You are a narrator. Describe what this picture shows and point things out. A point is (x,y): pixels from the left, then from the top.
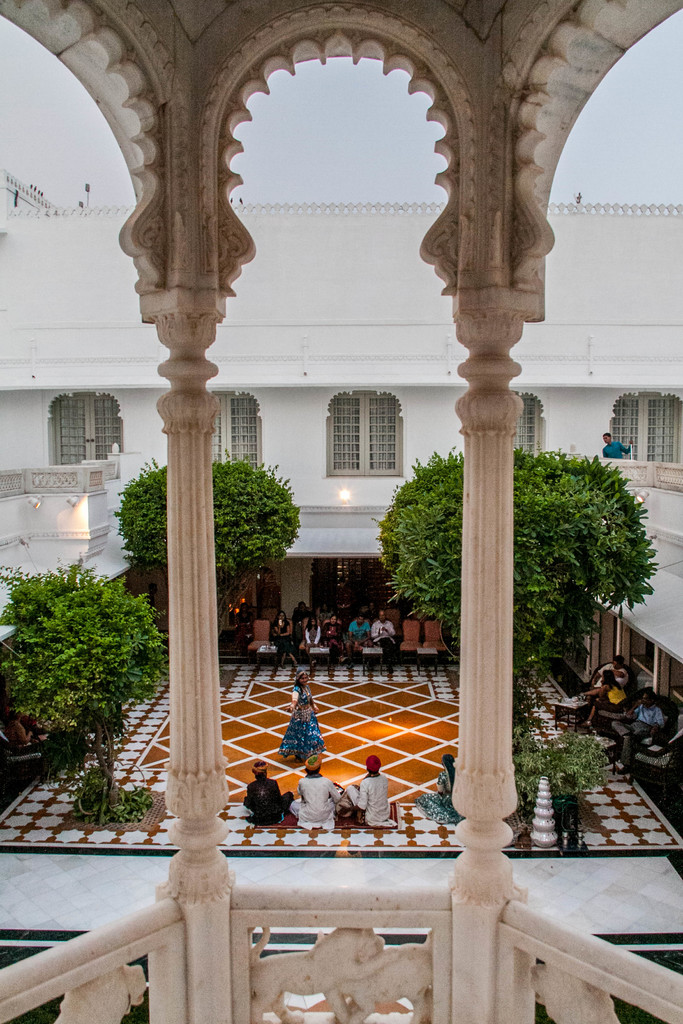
In this image I can see the group of people (426,799) with different color dresses (436,808). I can see few people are standing and few are sitting. In the background (66,531) I can see the building (66,531) with windows (620,435). One person (613,444) is standing to the right top of the building (603,419). There is a sky (347,93) in the back (274,111).
